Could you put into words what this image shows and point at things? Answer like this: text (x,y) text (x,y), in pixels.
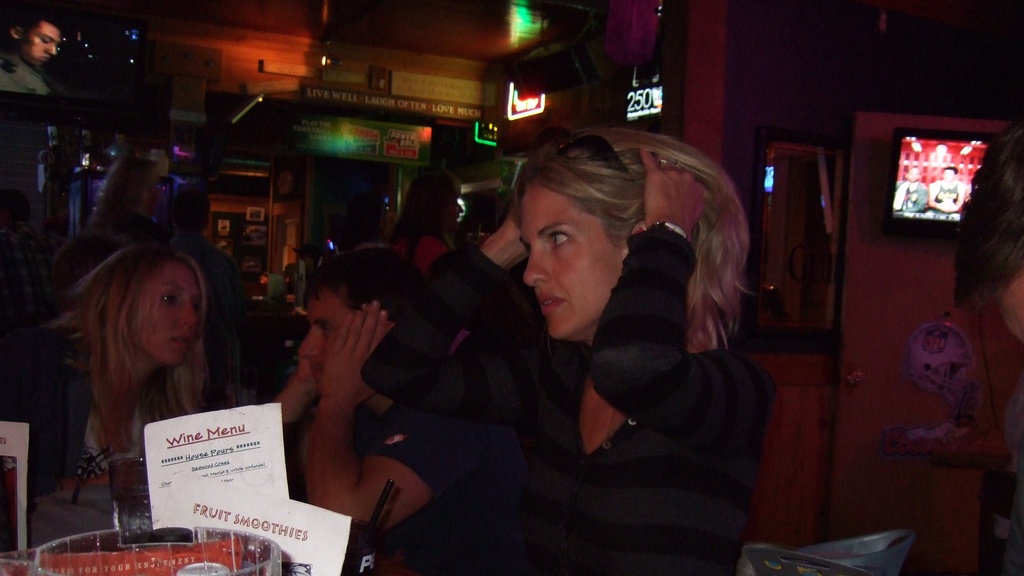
This image consists of few women (560,330). It looks like a restaurant (917,321). In the front (308,529), we can see two papers (219,506). In the background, there are boards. On the right (943,156), there is a TV (920,142).
